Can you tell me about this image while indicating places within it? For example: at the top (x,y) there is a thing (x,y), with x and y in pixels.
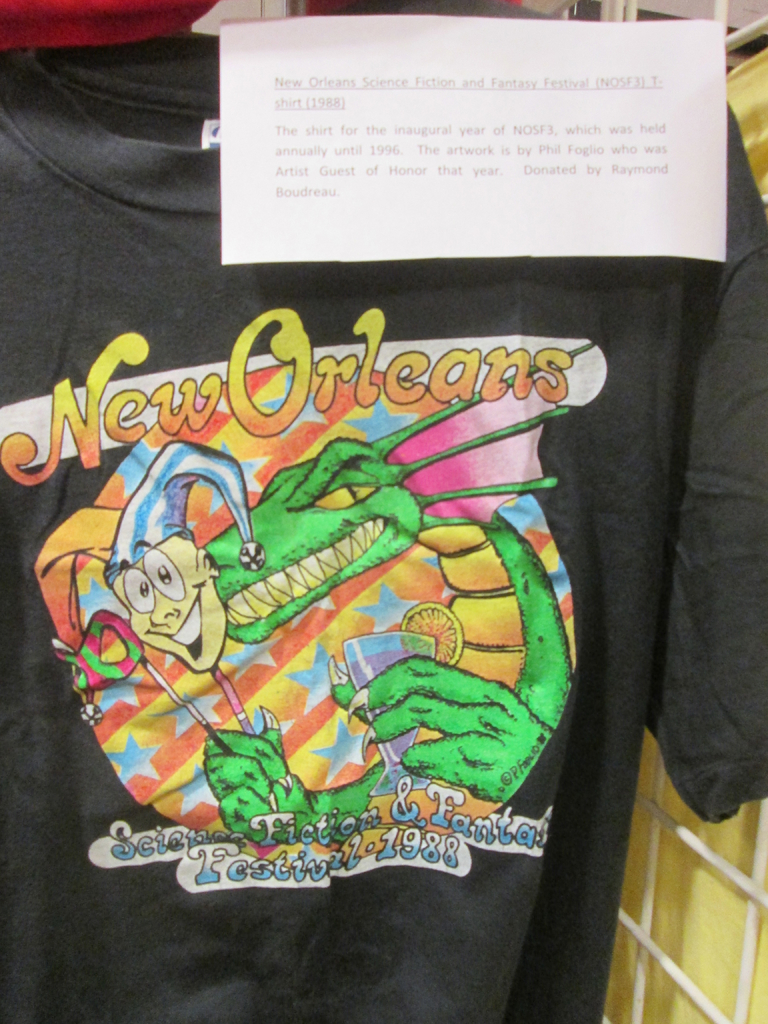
In this image we can see a t-shirt (521,448) on a hanger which has some pictures (463,643) and text (508,814) on it. We can also see a metal grill (751,957) and a paper (533,248) with some text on it.
